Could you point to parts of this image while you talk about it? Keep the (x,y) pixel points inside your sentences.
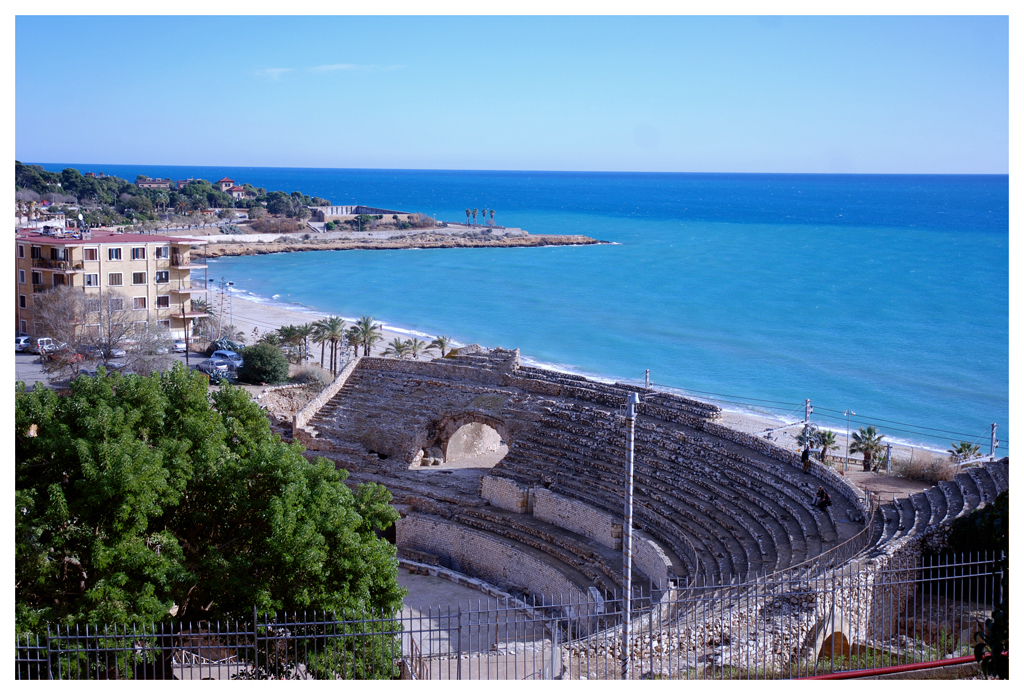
In this image I can see the trees (228,567), pole (626,563), railing (660,611) and the stadium (457,509). To the right (775,290) I can see the water (787,299). In the background (32,349) I can see the vehicles (61,358), buildings (66,264) and few more trees (101,199). I can see the sky (298,106) in the back (254,121).
